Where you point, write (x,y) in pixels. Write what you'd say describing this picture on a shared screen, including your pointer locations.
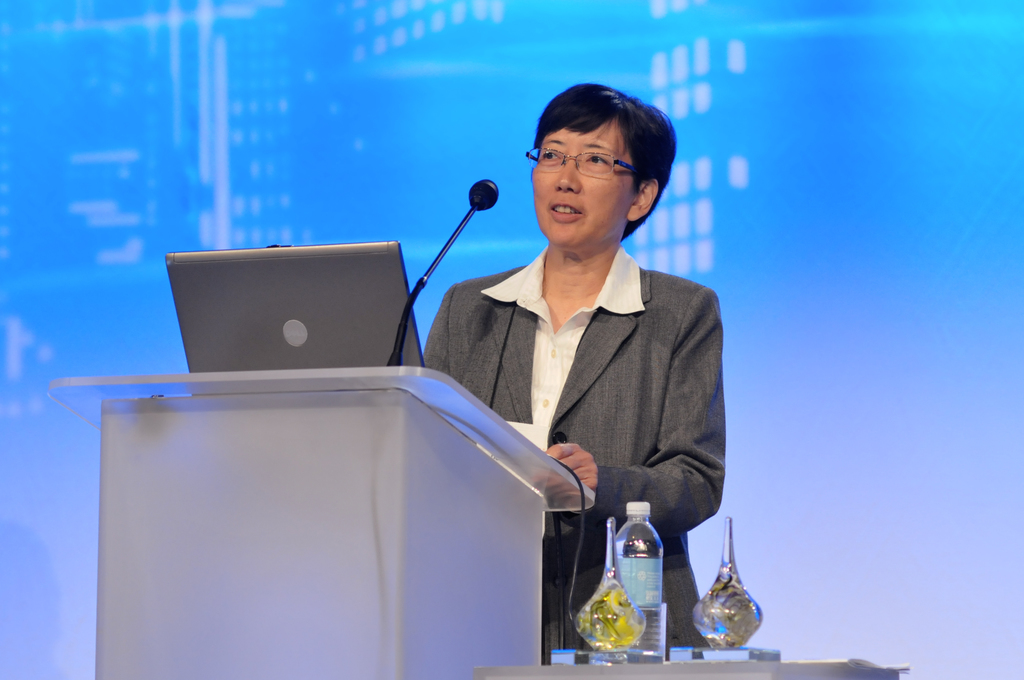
In this image there is a person (646,414) who is standing in front of podium (285,453) and speaking through the mic (480,196). There is also laptop (238,318) on the podium (534,653). Beside the woman (592,398) there is a table (590,676) on which there is bottle (651,581), glass awards (609,603).
